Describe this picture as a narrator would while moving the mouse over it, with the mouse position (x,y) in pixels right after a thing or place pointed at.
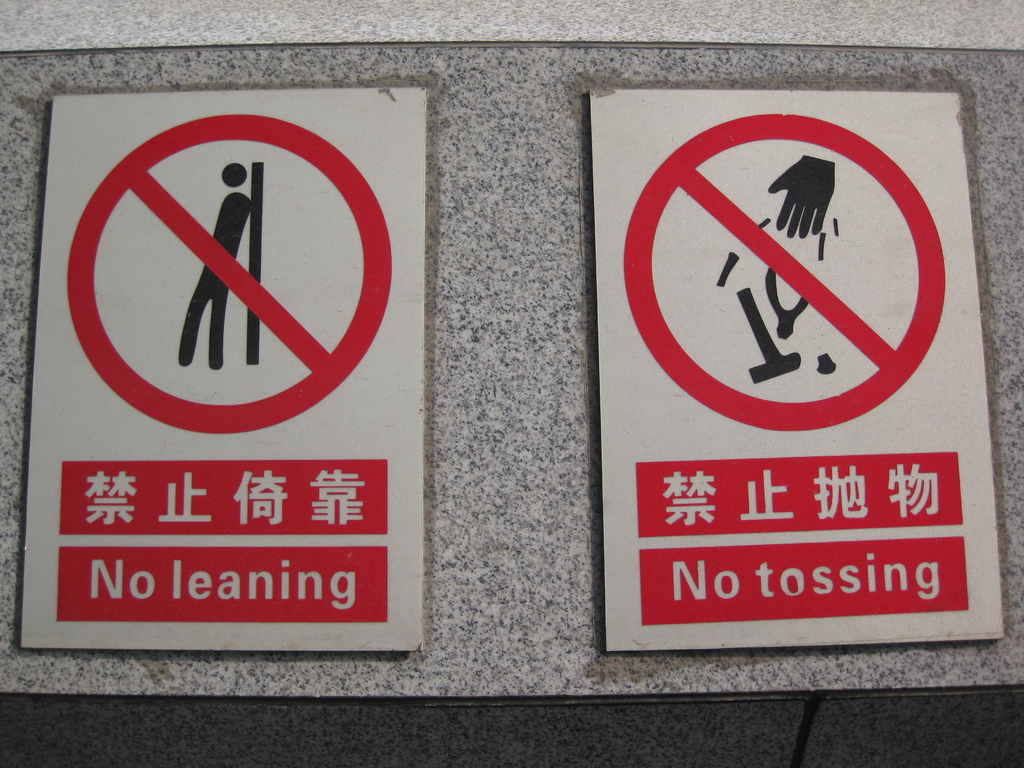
In this image we can see sign boards (607,257) on the wall (574,408).
